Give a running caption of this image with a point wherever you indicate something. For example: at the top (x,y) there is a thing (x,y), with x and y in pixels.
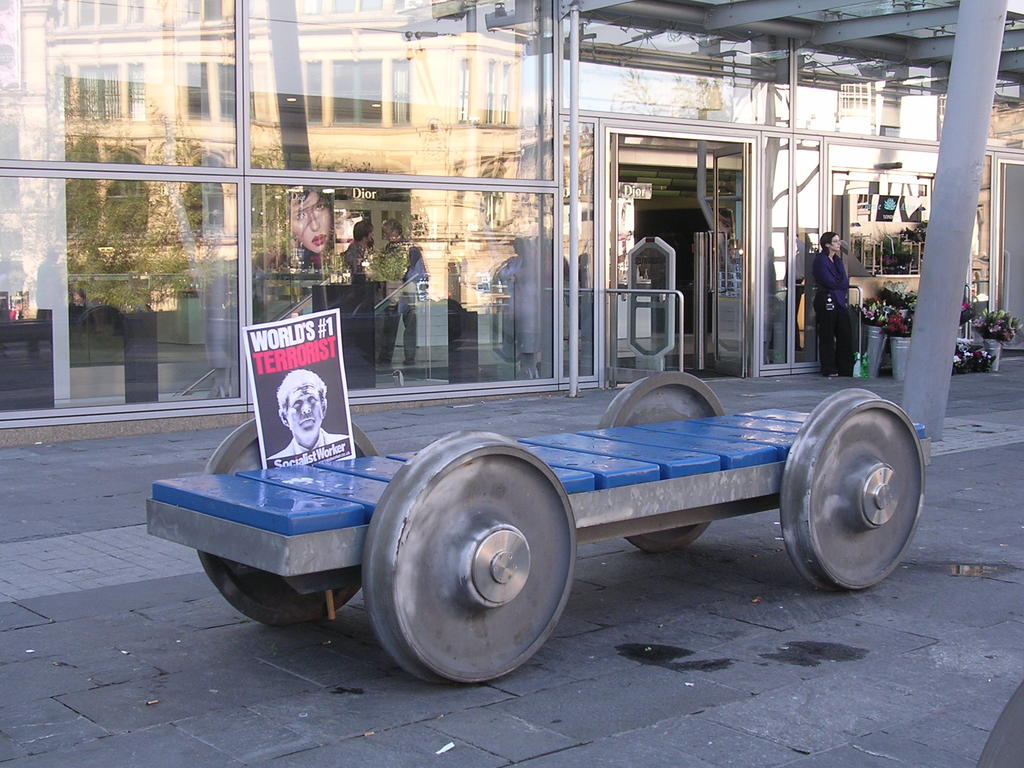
In this image we can see a trolley (547,511). On the right (847,372) there is a lady (831,354) standing. In the background (100,141) there is a building (595,174) and we can see plants (885,313) placed in the flower pots (993,351) and there is a board (294,442).
